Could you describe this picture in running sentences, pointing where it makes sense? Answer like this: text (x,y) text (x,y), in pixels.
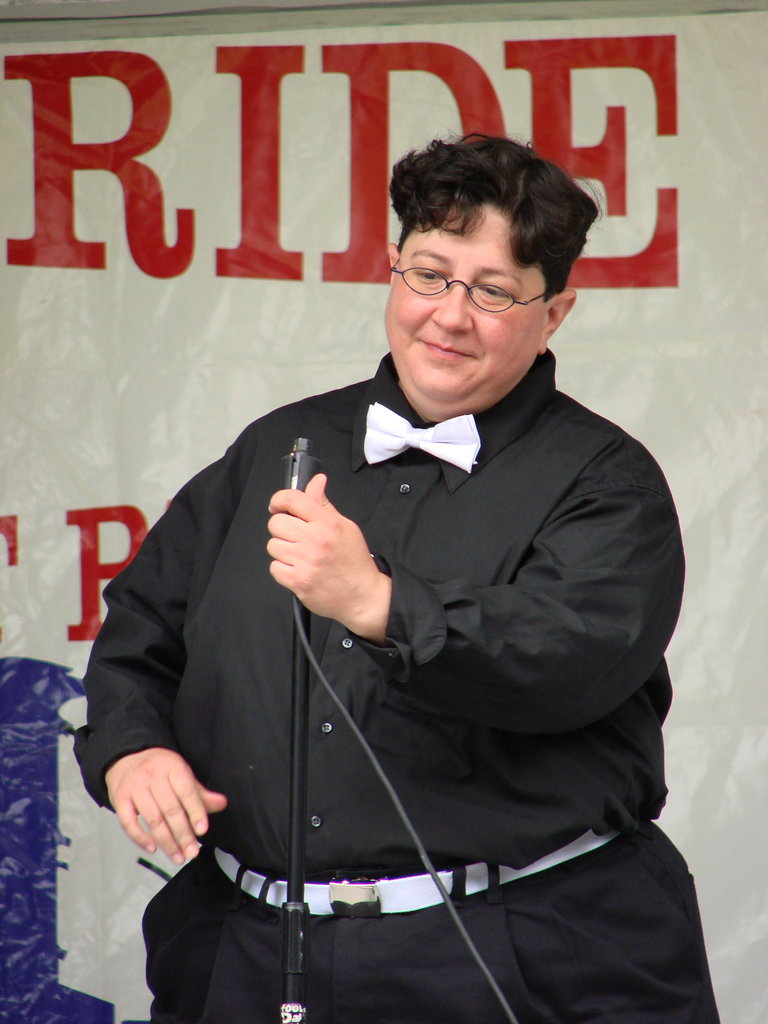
In this image there is a person (506,461) standing in front of a mic (306,660) and wearing spectacles (516,300), in the background (515,27) there is a banner (745,223) on that banner (165,406) there is some text (478,107).
